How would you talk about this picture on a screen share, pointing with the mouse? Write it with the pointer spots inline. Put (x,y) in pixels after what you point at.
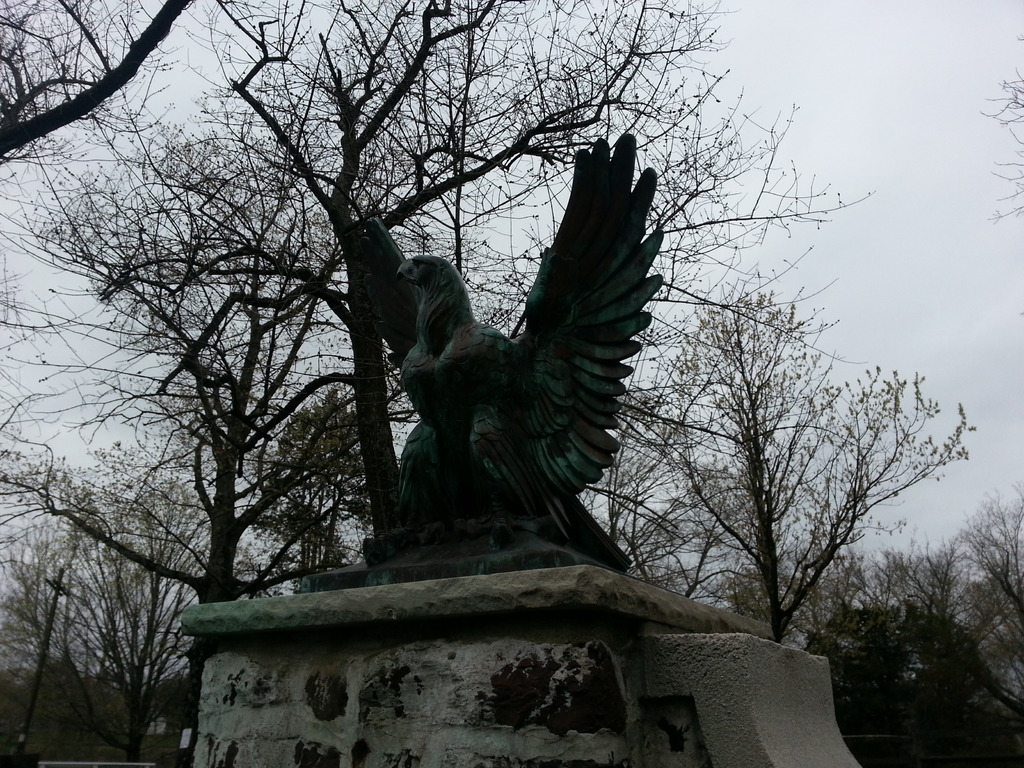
In this image I can see a statue of eagle (469,491). In the background (447,235) I can see trees (334,263) and the sky (810,135).
